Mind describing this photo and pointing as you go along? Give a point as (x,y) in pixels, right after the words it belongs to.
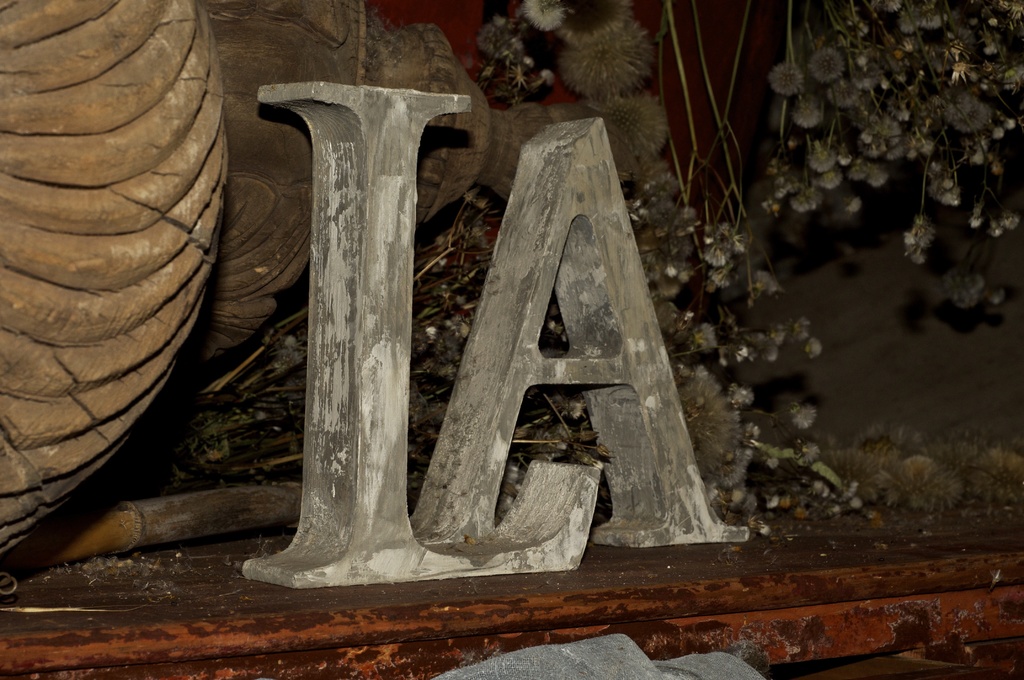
This image is clicked in the dark. In the center of the image (344,343) I can see two letters (569,140) L (319,507) and A (615,527) and some other objects (103,209) on the left side of the image (151,391). On the right side of the image (812,134) I can see a plant (884,124).
